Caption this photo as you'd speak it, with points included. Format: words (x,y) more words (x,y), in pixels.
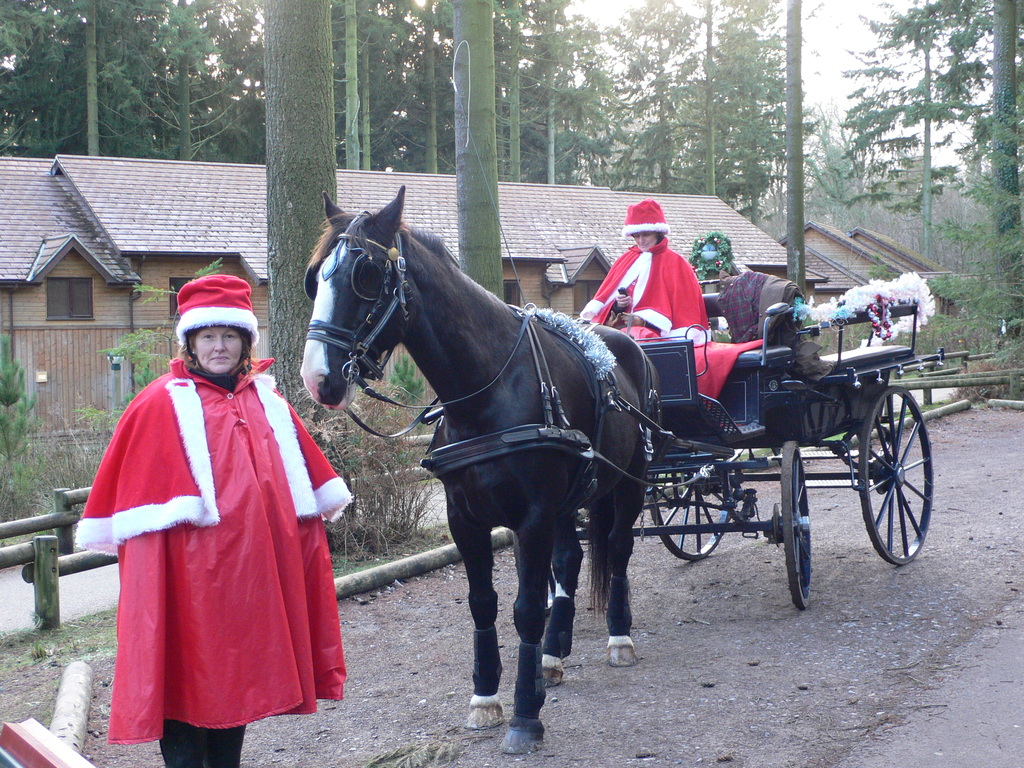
This picture is clicked outside. On the left (234,444) we can see a person (261,388) wearing red color dress (216,467) and standing on the ground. On the right (691,302) we can see another person (633,267) holding some object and sitting in the chariot (688,348) and we can see a horse (433,359) standing on the ground (746,582). In the background (852,64) we can see the sky (837,49), trees (318,169), houses (82,287), plants (953,327), grass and some other objects (429,554).
